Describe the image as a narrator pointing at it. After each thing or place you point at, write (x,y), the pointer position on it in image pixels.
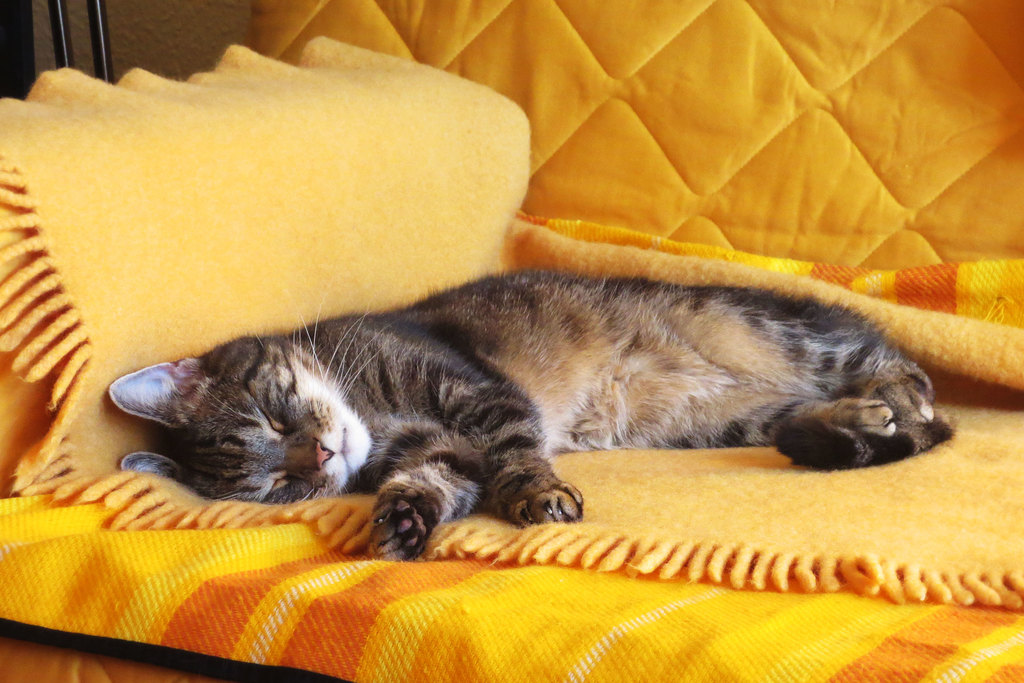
A cat (466,414) is sleeping on a yellow surface (359,556). The background (929,71) is yellow.
